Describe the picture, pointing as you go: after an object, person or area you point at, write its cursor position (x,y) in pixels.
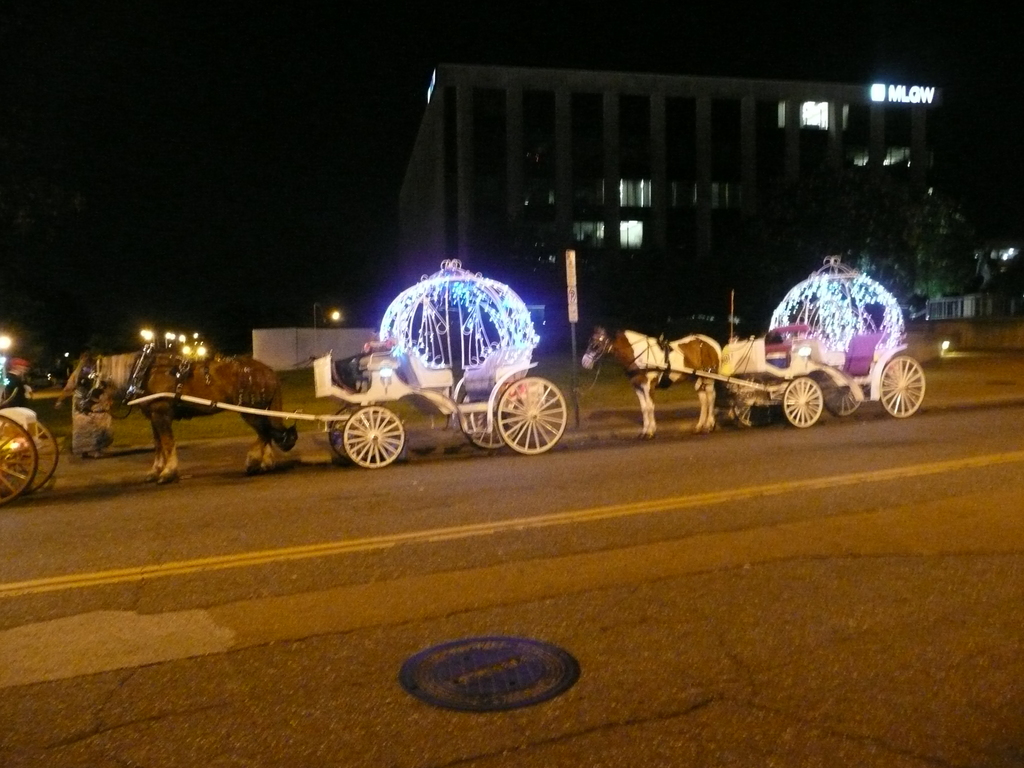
In this image, we can see horse carts (42,445) on the road (695,489). There is a building (717,223) in the middle of the image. There is a sky (386,27) at the top of the image (446,32).
